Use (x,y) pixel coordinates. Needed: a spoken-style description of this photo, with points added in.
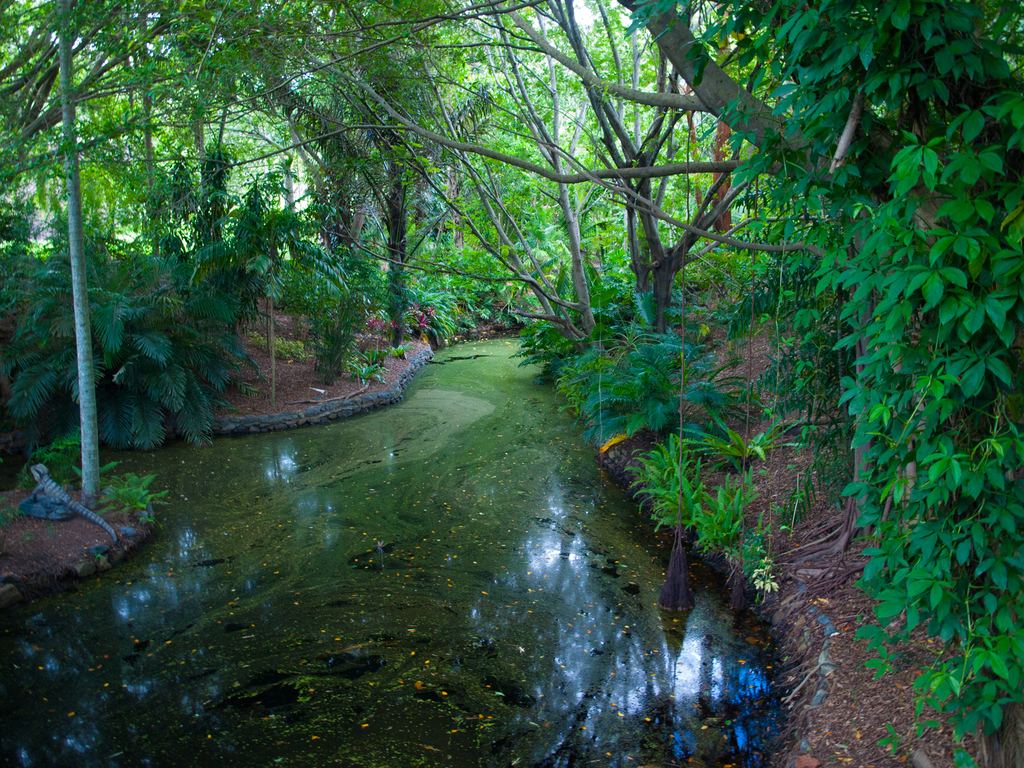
In this image we can see the trees (709,235), plants (676,359) and also the water (415,513). We can also see a reptile (55,500) on the stone (43,509).
